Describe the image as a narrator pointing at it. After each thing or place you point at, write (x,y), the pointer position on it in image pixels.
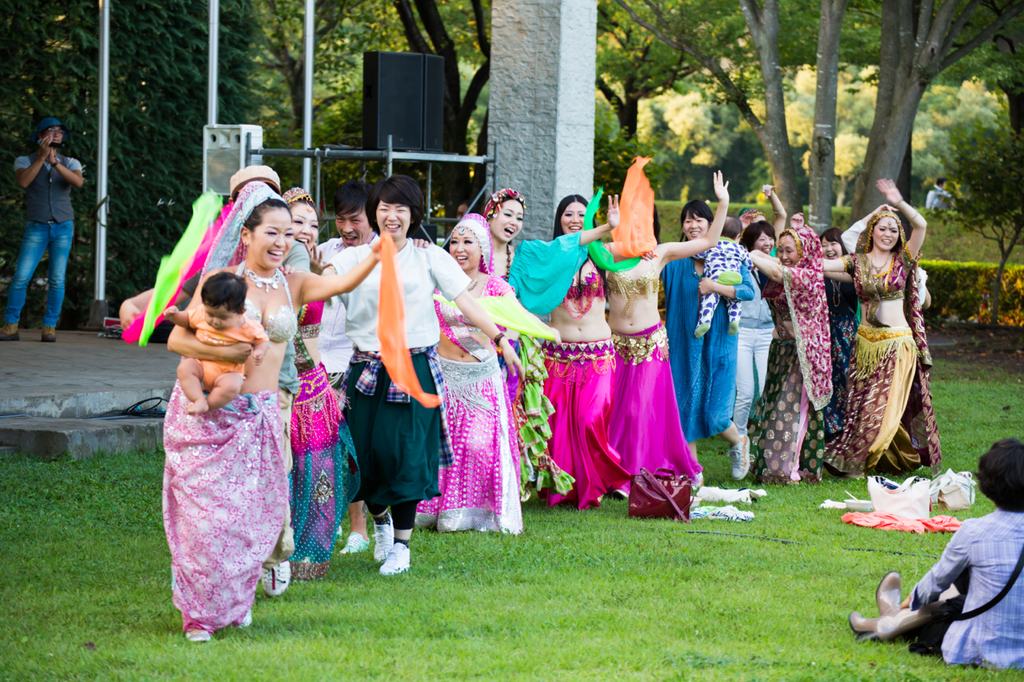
In this image I can see the group of people (484,344) with different color dresses (642,386). These people (629,428) are standing on the ground (538,517). To the right (922,589) I can see one person (961,623) sitting. In the background (226,168) I can see the sound box (402,139), pillar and many trees (447,91).
